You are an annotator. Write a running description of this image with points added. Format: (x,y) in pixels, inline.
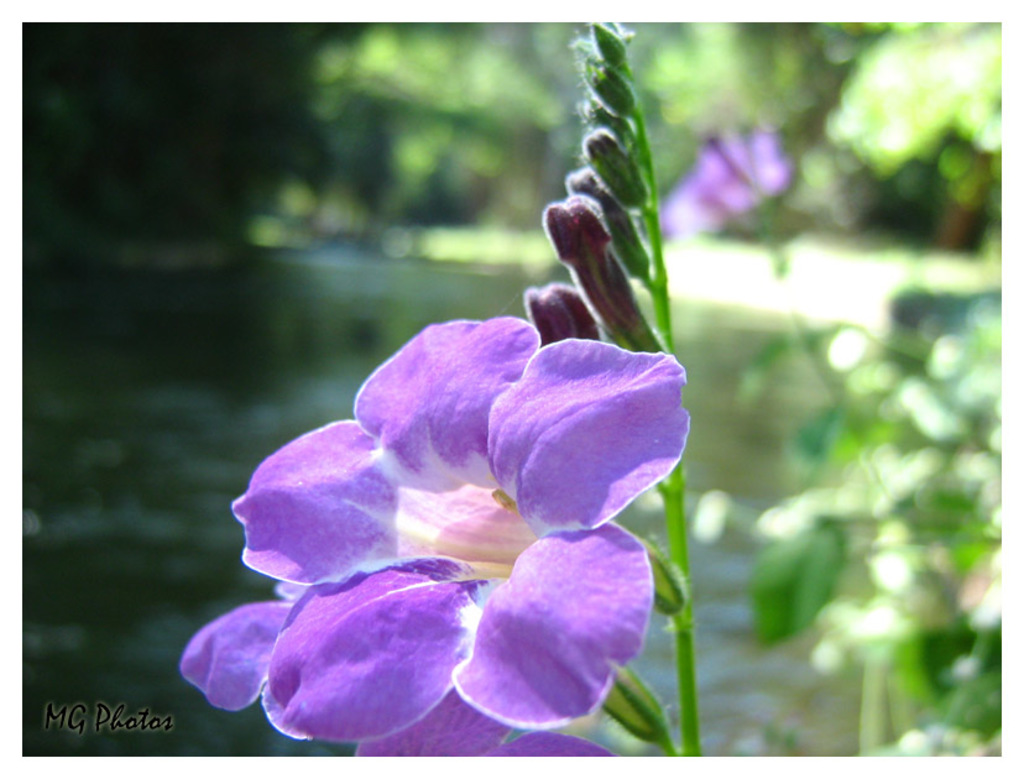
In this image in the foreground (386,365) there is a flower (554,500), and there is a blurry background (963,286).
